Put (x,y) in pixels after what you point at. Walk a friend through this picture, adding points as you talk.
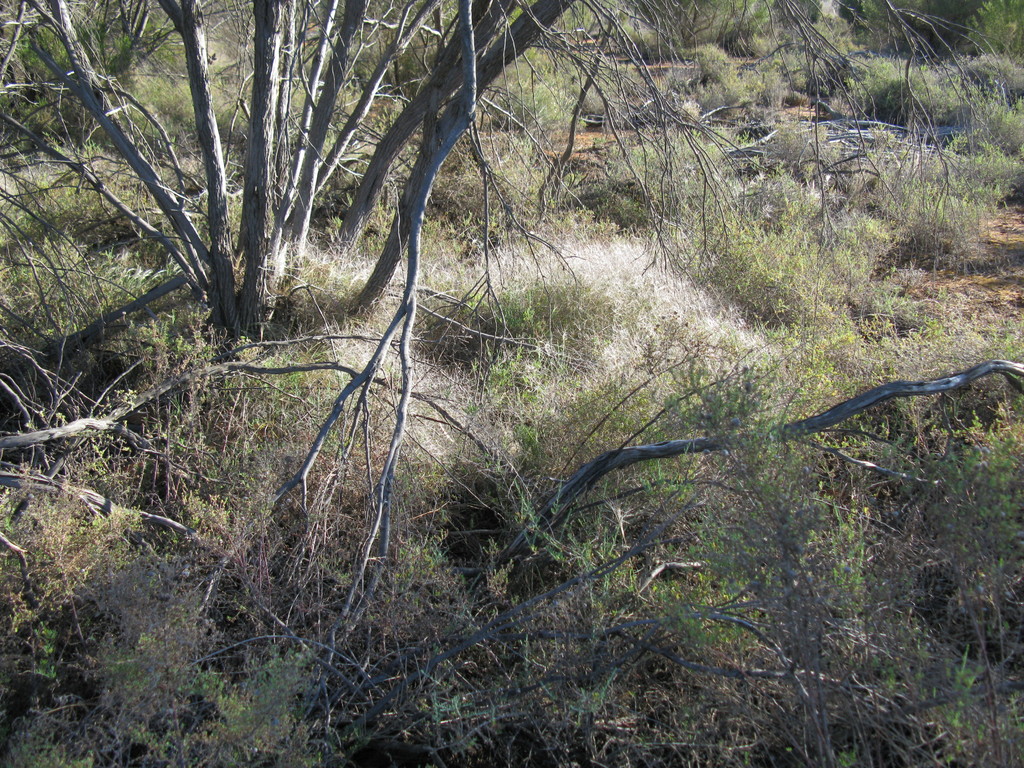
On the left side of the image (274,203) there is a tree (132,306). At the bottom (546,603) we can see grass (637,365).
